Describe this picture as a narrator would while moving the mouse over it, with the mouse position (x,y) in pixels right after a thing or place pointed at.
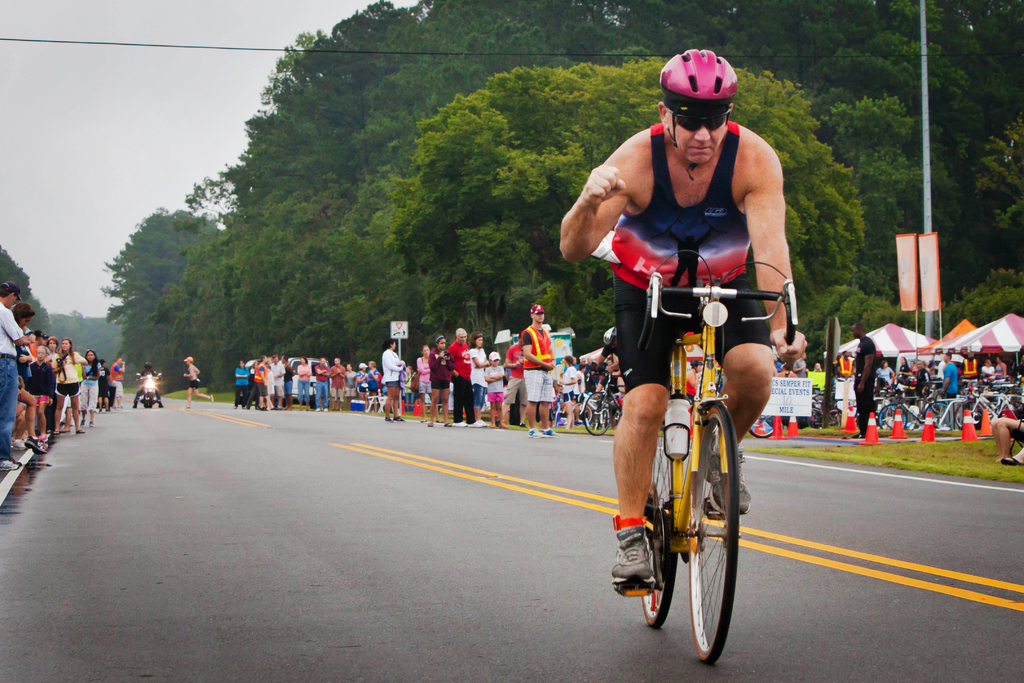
In this image in the front (700,325) there is a man (704,193) riding a bicycle (709,345) on the road (74,450). On the right side (923,380) there are persons (543,377) standing and there are tents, trees (860,176) and there is a pole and there is grass (918,449) on the ground (887,449). On the left side (54,374) there are persons (48,389) standing and sitting. In the background (147,391) there is a man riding a bike (144,380) and there are trees (126,333) and there is a person (189,390) running.
